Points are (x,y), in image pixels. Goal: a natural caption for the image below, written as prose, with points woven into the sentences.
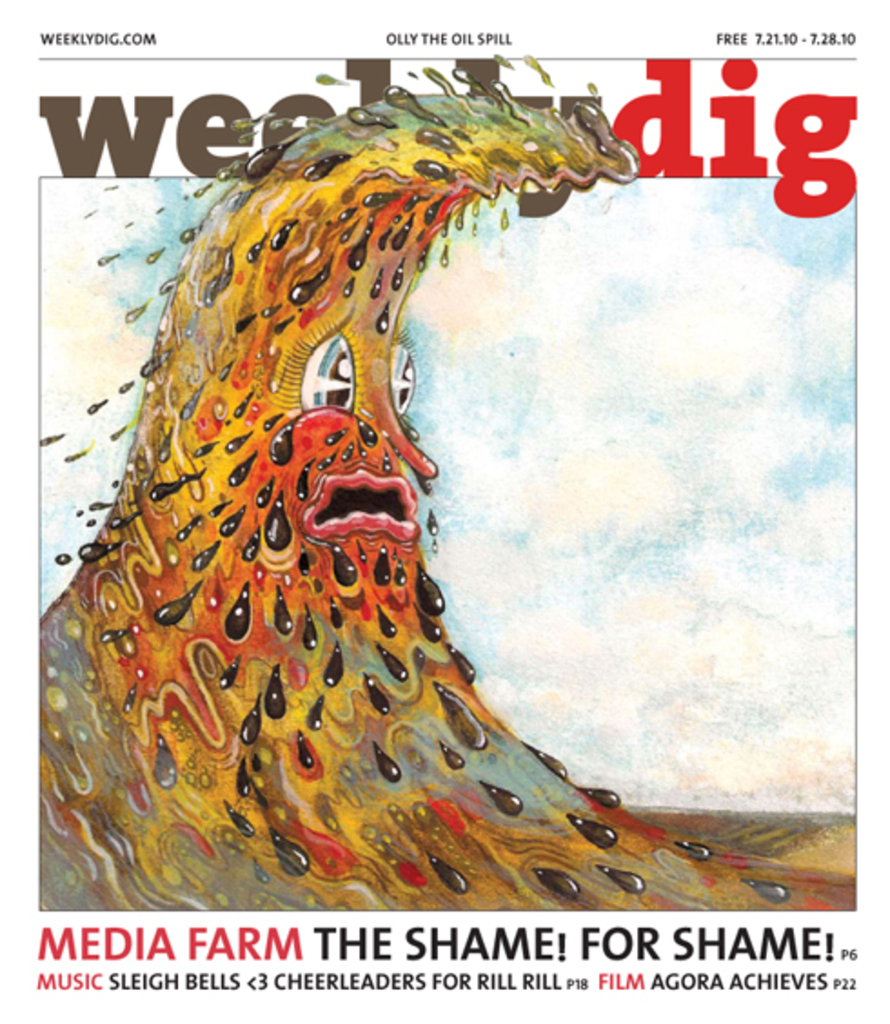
In the center of the image (313,497) there is a poster (265,693). There is some painting (290,237). There is text (688,167) at the top (111,153) and bottom of the image (319,945).
